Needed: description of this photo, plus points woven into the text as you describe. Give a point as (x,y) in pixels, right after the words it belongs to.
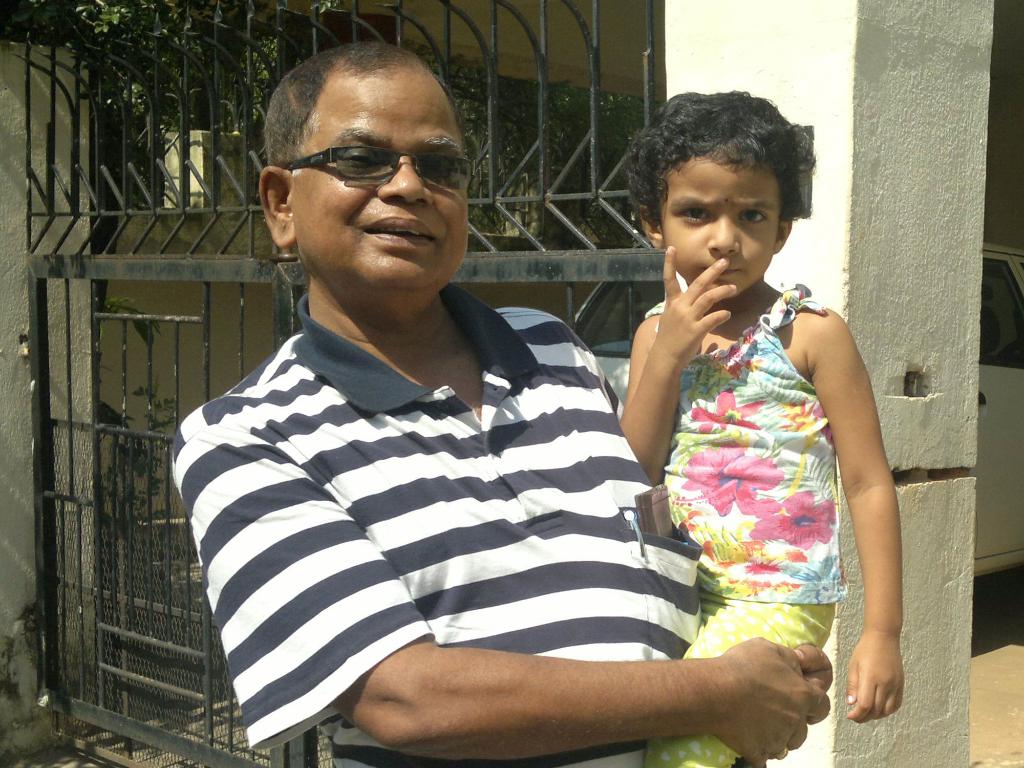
In this image, I can see the man (515,718) standing and smiling. He is carrying a girl (775,452) in his hands (746,654). This looks like an iron gate (99,431). I can see a car (982,353). In the background (53,17), these look like the trees (561,120). I think these are the pillars (32,492).
